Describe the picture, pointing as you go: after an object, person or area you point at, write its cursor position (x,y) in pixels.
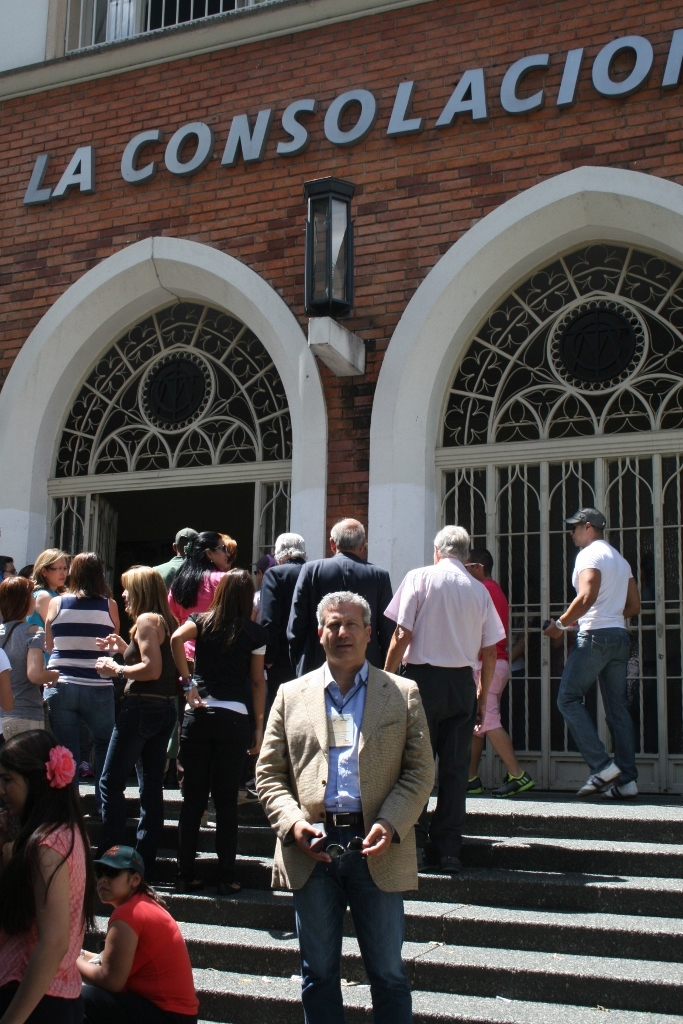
In this image we can see a building (394,559). On the building (320,151) we can see some text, in front of the building (451,245) we can see a few people (273,809), among them some are holding the objects (348,843) and also we can see a staircase (575,864) and the doors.
